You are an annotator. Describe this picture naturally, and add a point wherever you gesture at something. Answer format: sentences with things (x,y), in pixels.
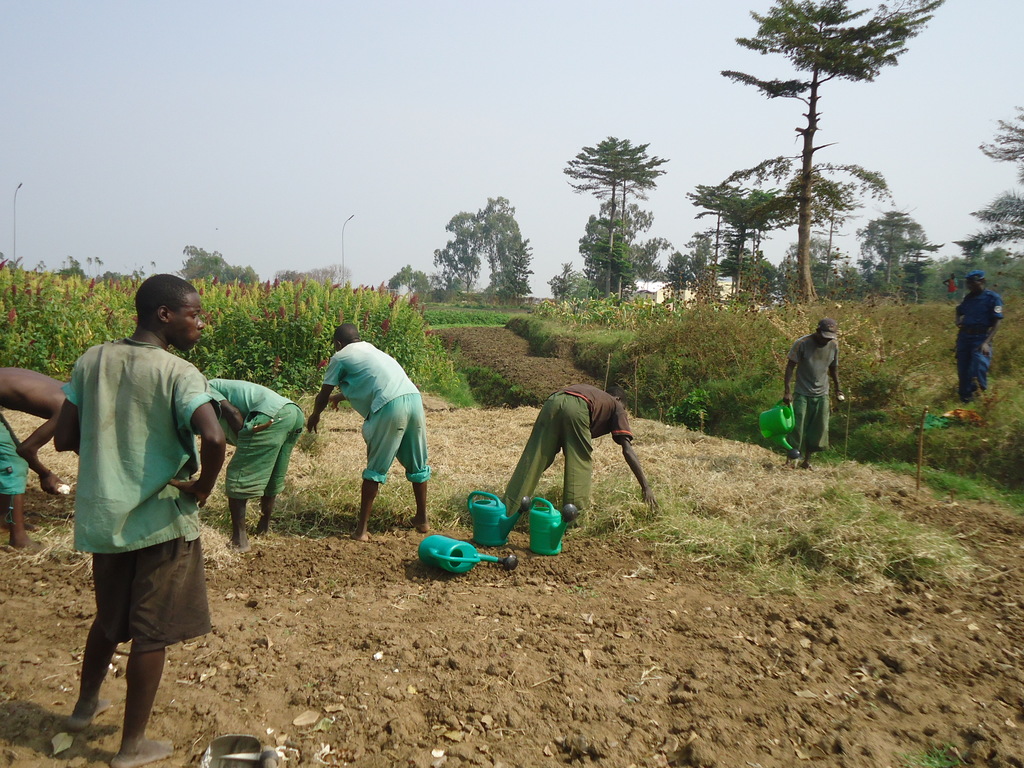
There are people (135,431), this man (122,416) standing and this person (796,422) holding a water can (780,420). We can see water cans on the surface (432,616) and grass (496,461). Background (18,276) we can see trees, plants (242,307) and sky (535,277).
